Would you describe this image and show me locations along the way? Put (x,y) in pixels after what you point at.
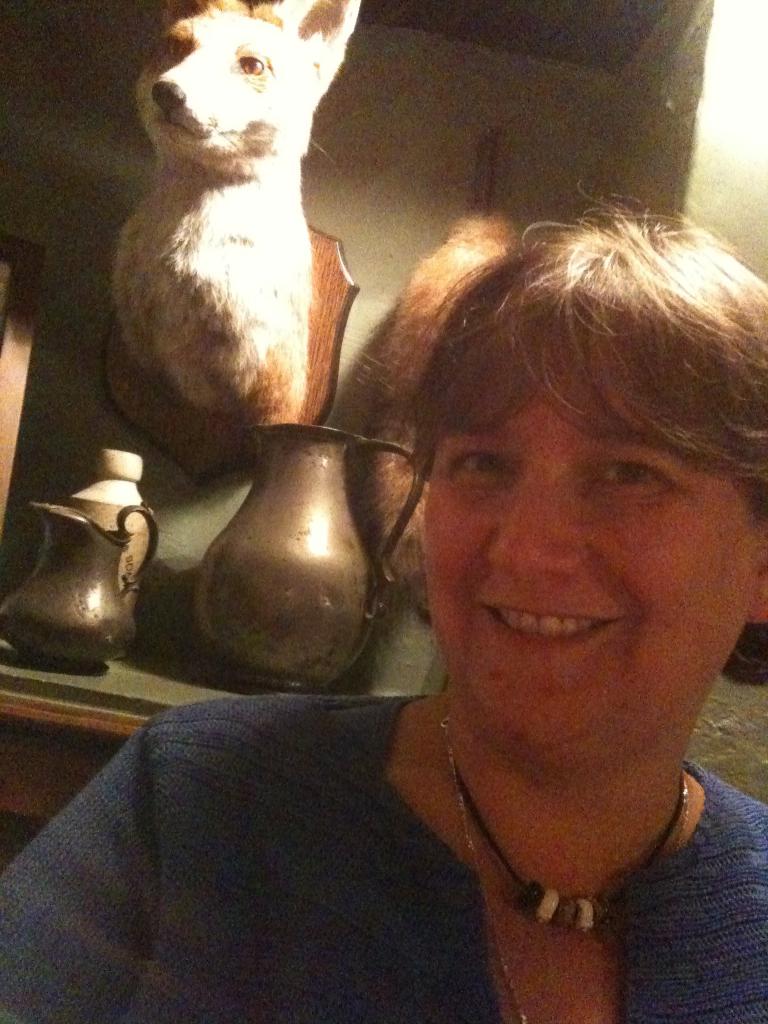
At the top of the image (175,206) we can see an animal like structure (224,376) attached to the wall (318,199) and jugs (236,631) that are placed on the table (5,671). At the bottom of the image (395,921) we can see a woman (361,921).
